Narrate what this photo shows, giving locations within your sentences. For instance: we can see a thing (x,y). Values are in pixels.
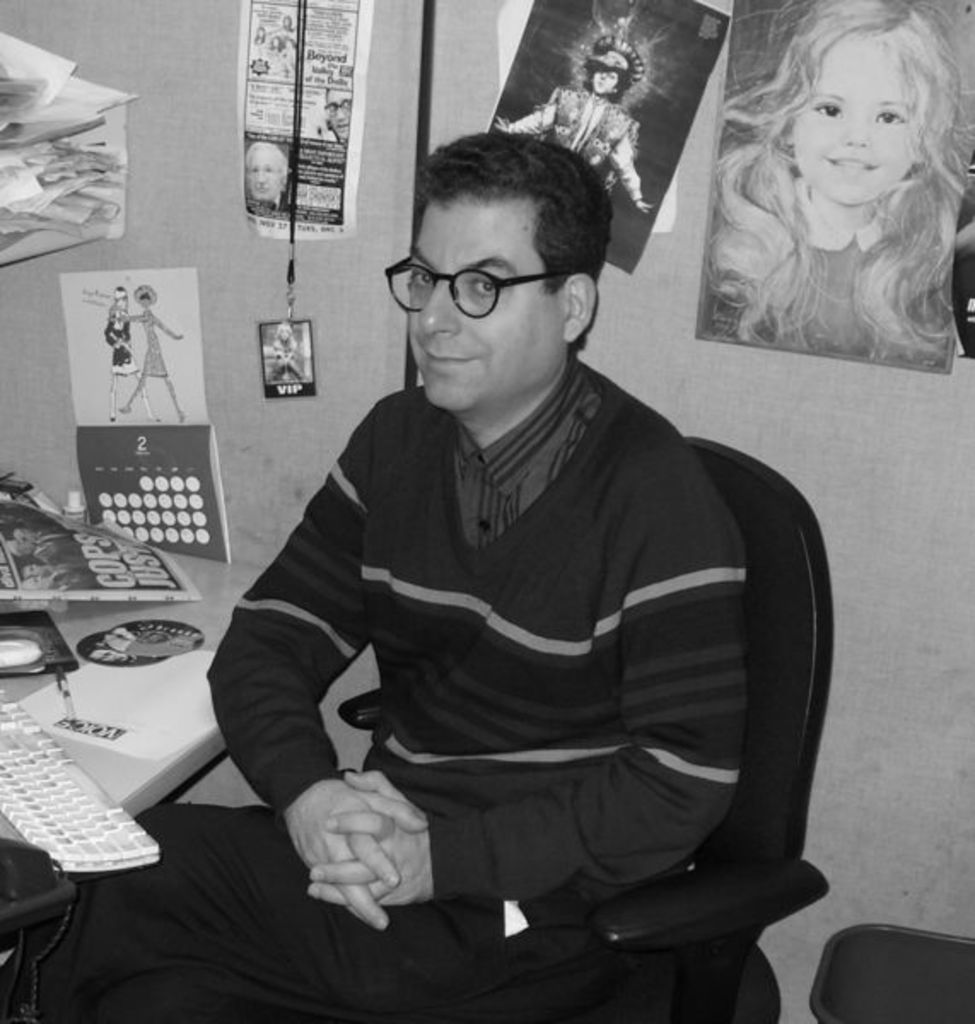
A person (623,577) is sitting on a chair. Posters (325,66), id card (289,332) and pictures (657,76) are on the wall (136,163). On this table (113,772) there is a keyboard (108,851), poster (65,524) and things (93,676). Beside this person (559,757) there is a bin (847,970).
